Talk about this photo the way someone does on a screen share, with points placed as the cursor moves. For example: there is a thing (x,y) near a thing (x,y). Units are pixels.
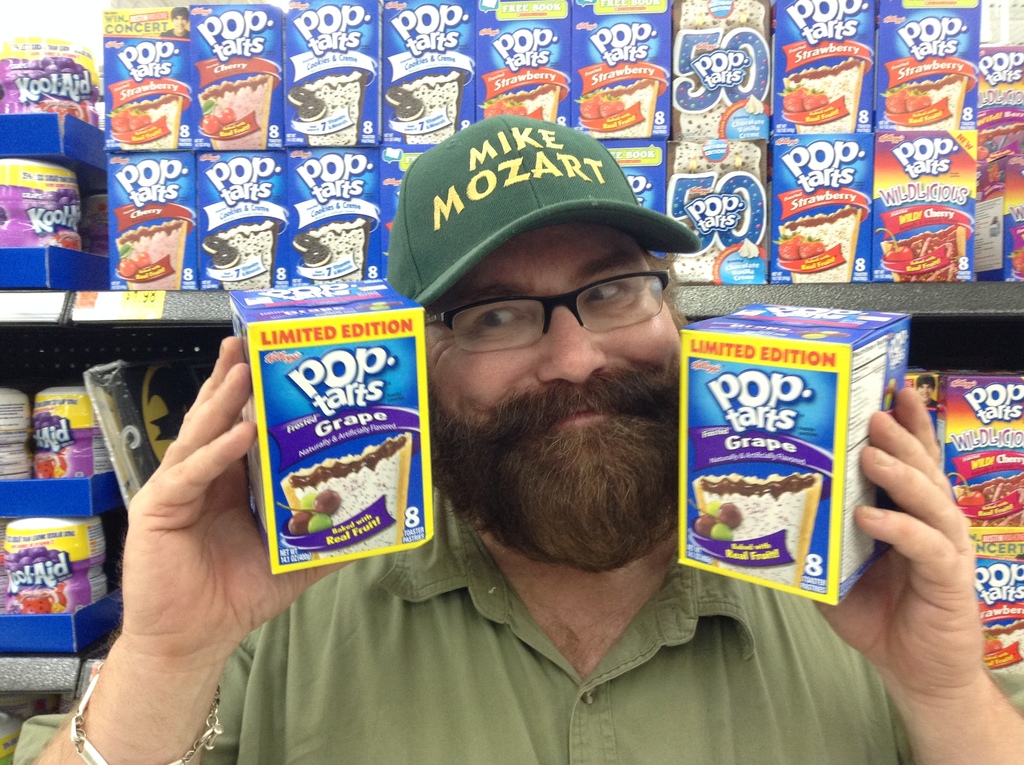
In this picture I can see in the middle (554,414) a man (524,510) is holding the boxes (741,546) with his hands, he is wearing a shirt (590,717), cap (504,231), spectacles (541,315). In the background (197,36) there are boxes (994,585) on the shelves (32,485).
